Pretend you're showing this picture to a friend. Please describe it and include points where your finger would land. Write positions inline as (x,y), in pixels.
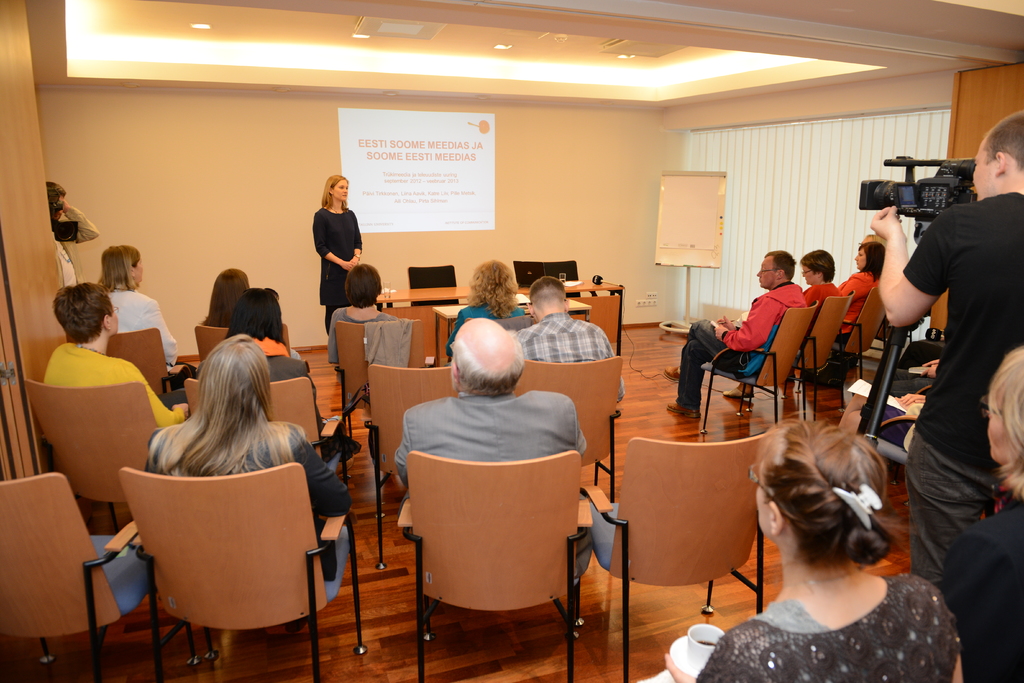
In this image i can see few people (223,377) sitting on chairs (699,473), a woman (356,259) standing and a person (928,440) standing and holding a camera (905,216). In the background (567,189) i can see a wall (583,188), a board (711,190), window blind (742,189) and some projection (472,184) on the screen (412,191).
